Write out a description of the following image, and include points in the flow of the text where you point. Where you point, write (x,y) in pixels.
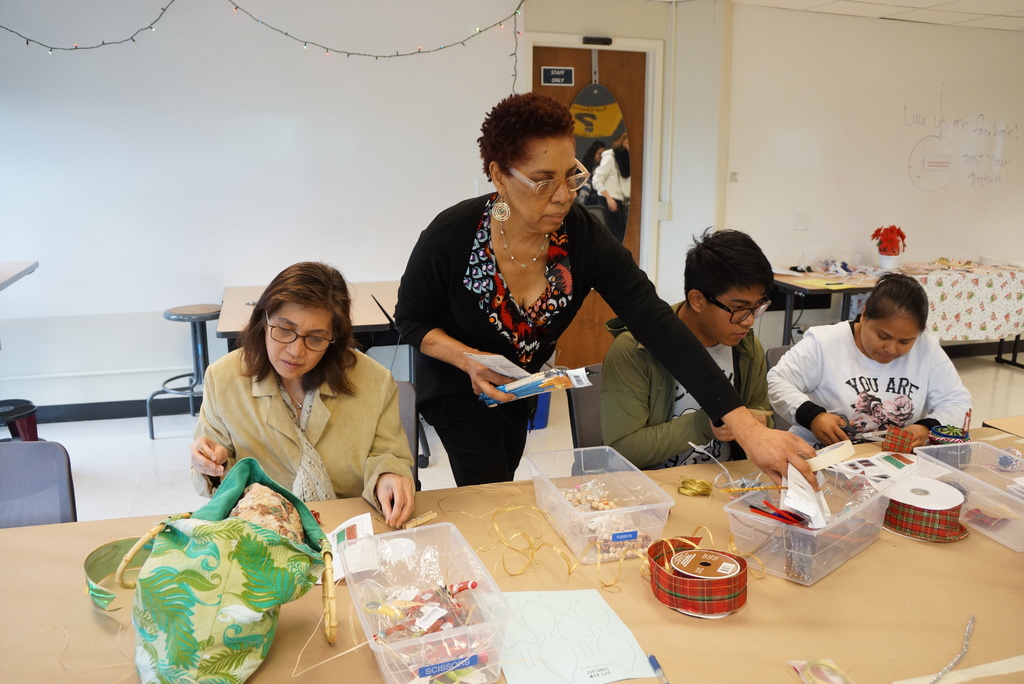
In this image, There is table (900,604) which is in yellow color on that table (513,557) there are some white color boxes (618,514) and there is a green color bag (310,554), There are some people (280,442) sitting on the chairs (403,422), In the middle (448,438) there is a woman (503,322) standing and taking something out from the white color box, In the background (289,195) there is a white color wall (373,72) and in the middle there is a brown color door (634,69).
